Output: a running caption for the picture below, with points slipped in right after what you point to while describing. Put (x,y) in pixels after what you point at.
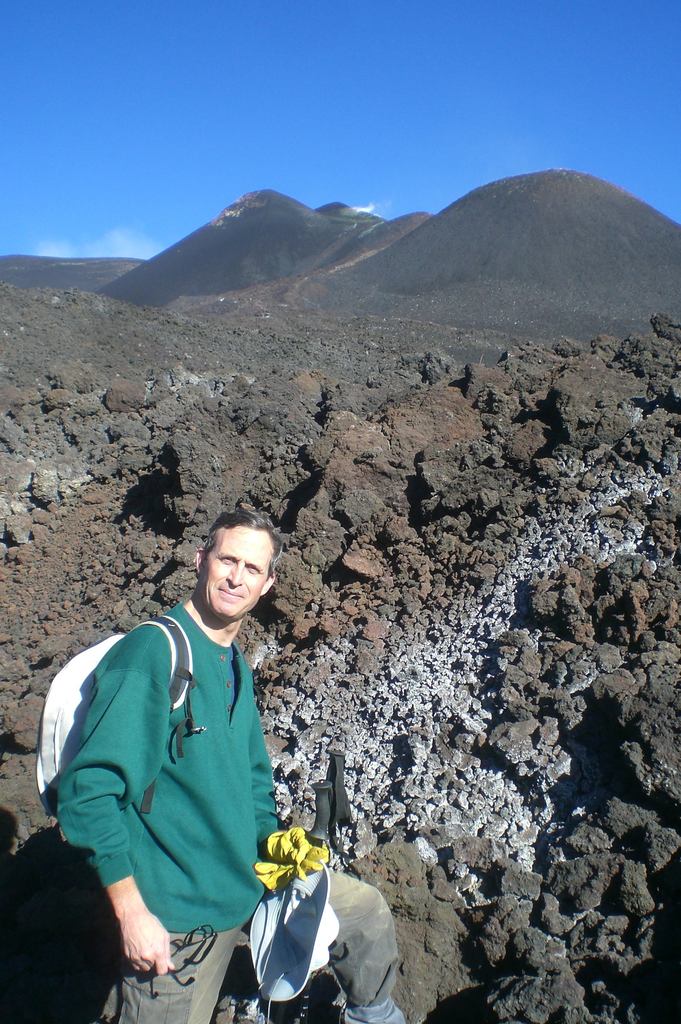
In this picture we can see a man (213,652) carrying a bag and standing and smiling and in the background (125,511) we can see rocks (393,355), mountains (314,289), sky (127,244) with clouds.
